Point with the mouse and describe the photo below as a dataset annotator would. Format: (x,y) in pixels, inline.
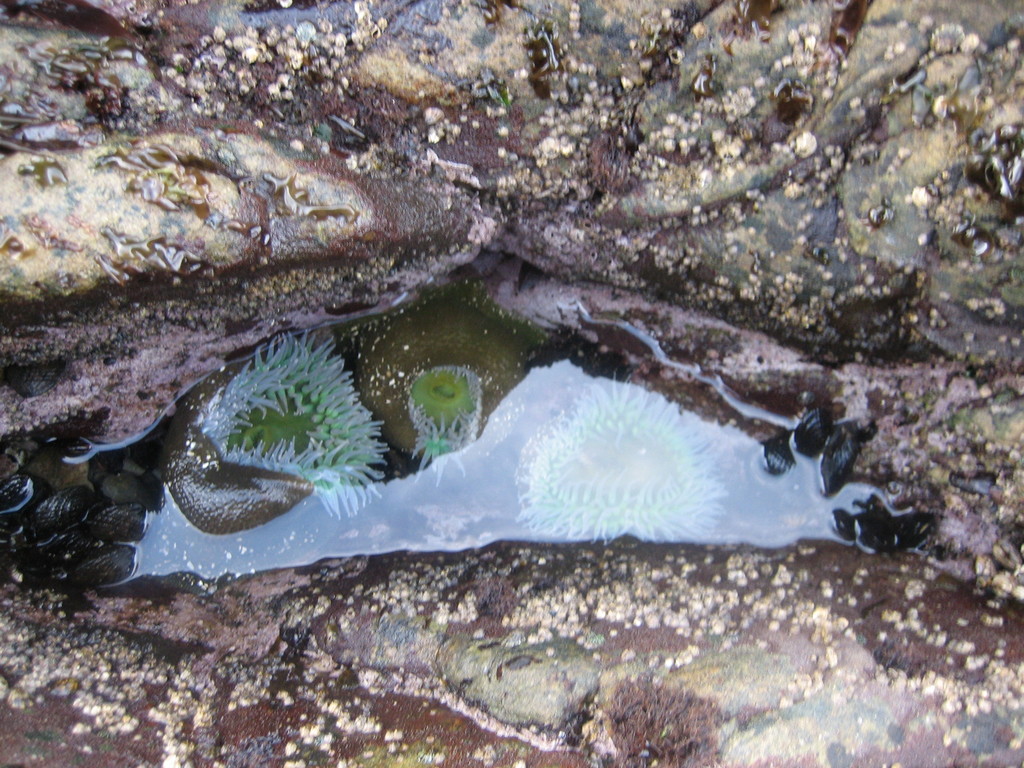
In this image there are rocks (83,347). In the center (383,502) there is the water (371,495). In the water (359,508) there are marine organisms (574,478).
